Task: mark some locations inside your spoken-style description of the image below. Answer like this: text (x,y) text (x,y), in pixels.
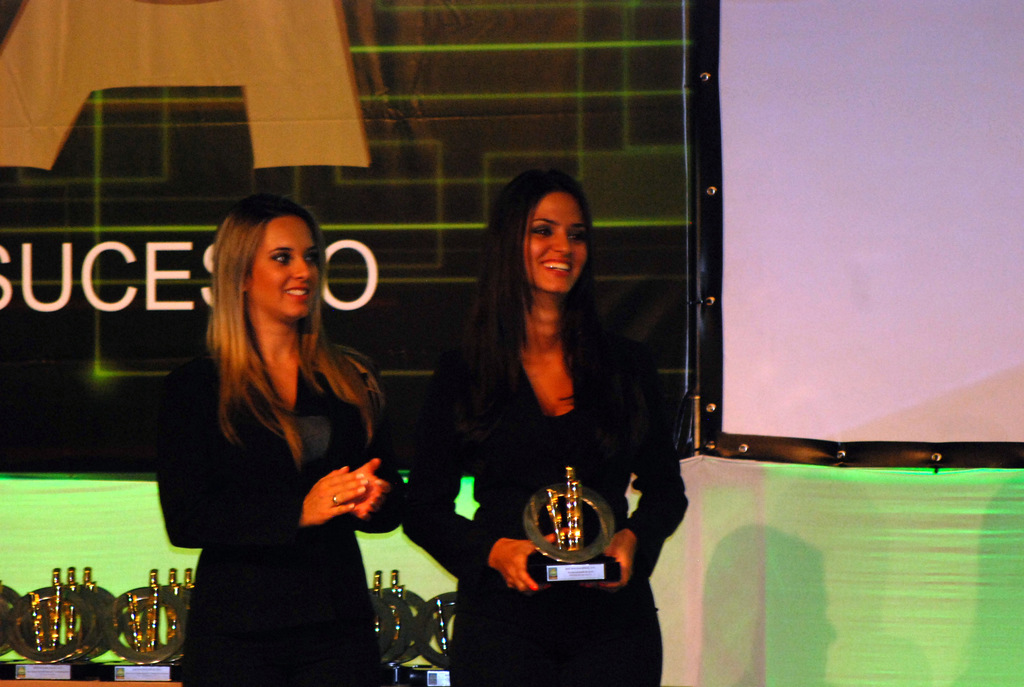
In this image we can see two women (321,373) standing with a smile on their face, one of the woman (327,387) is clapping and beside the woman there is an another woman (586,515) holding a trophy (574,558) in her hand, behind them there are few trophies (100,615) on a table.
